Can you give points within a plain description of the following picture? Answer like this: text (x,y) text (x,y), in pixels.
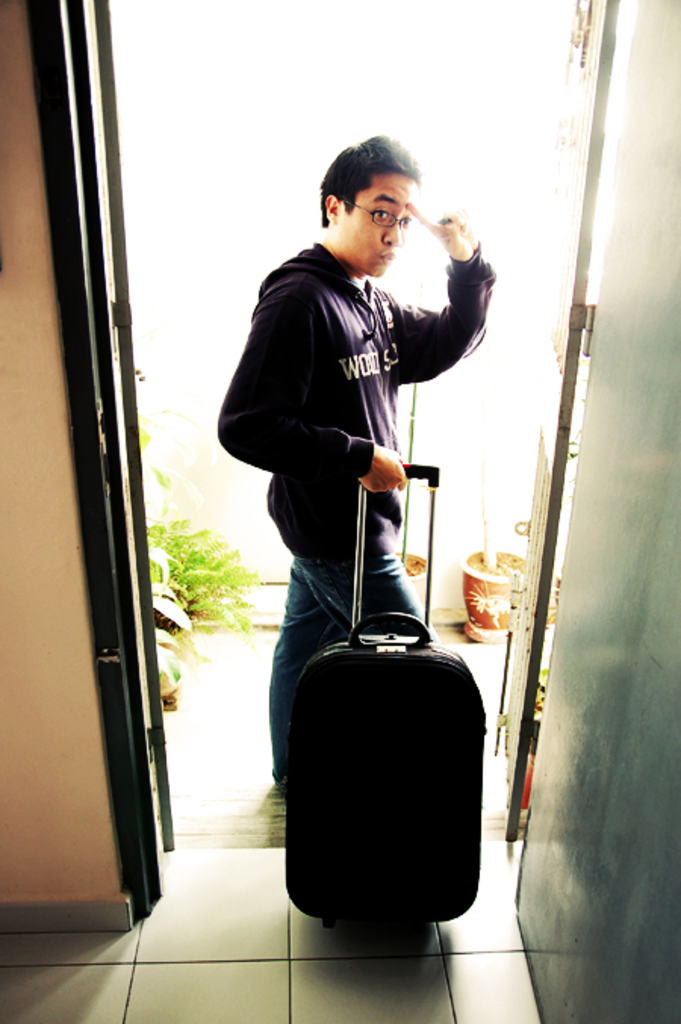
There is a person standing in the center (311,608). He is holding a bag (467,791) in his hand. Here we can see a clay pot (499,591) and plants (152,473).
